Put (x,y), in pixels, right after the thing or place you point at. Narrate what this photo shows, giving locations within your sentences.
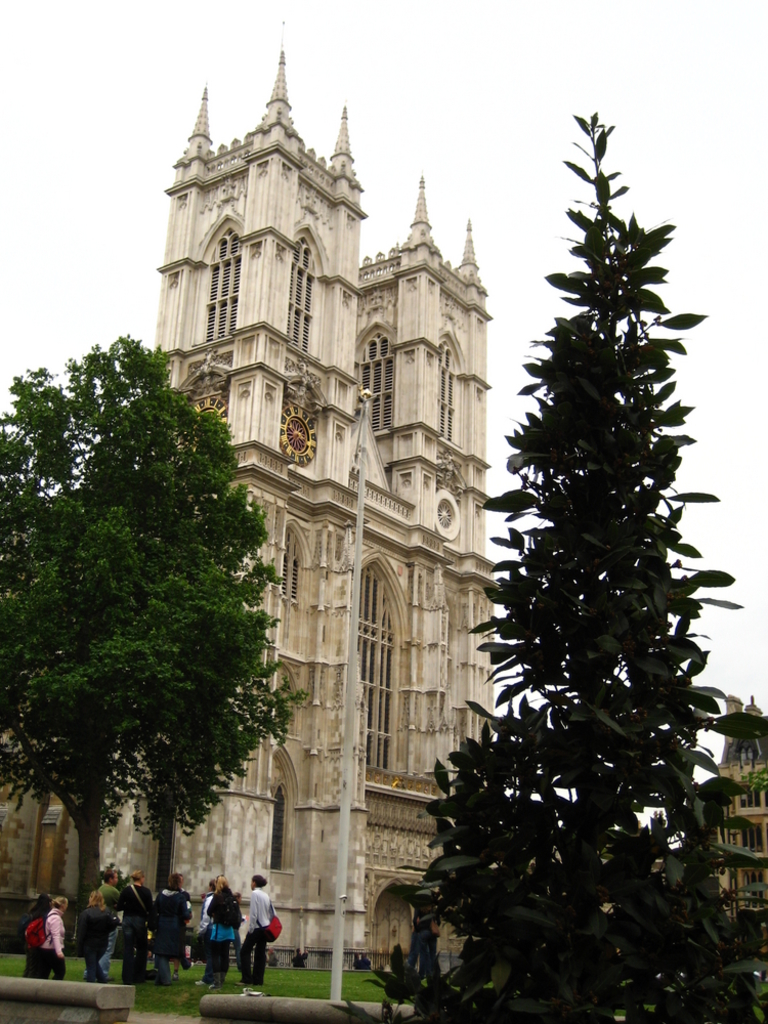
In this picture we can see people (361,966) on the ground (315,992), here we can see a pole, trees (481,916), buildings (408,947) and we can see sky (652,201) in the background (647,87).
